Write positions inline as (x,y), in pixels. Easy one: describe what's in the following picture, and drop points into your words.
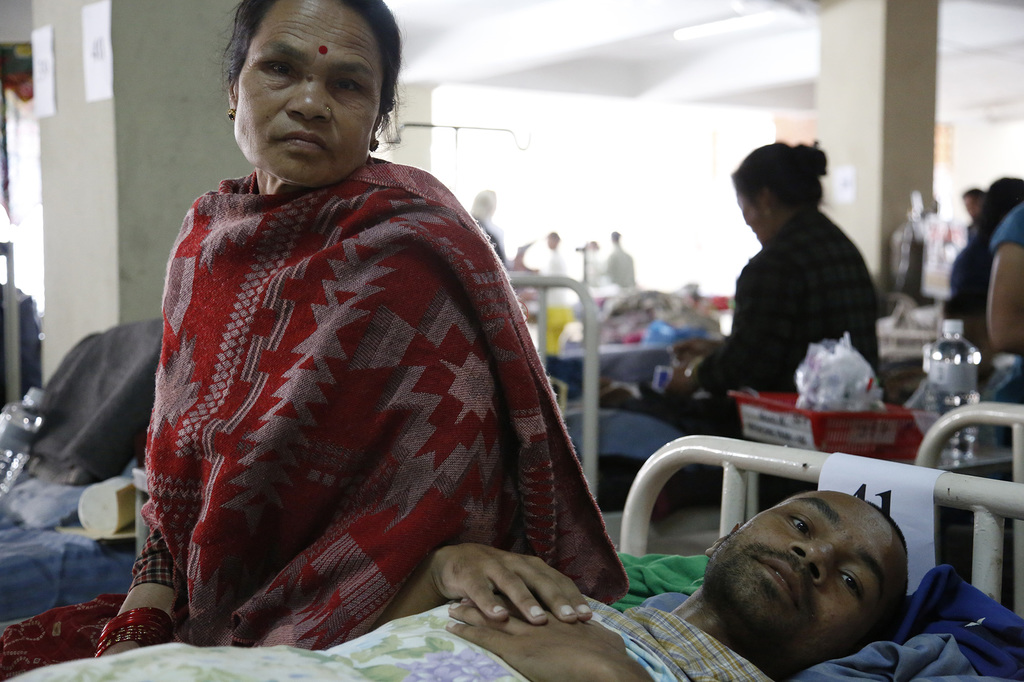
In this image I can see a man (756,608) is lying on the bed (315,653). Here I can see two women (790,293) are sitting. In the background (638,299) I can see beds (541,335) on which there are some objects (149,345). The background of the image (551,171) is blurred. Here I can see pillars (899,108).
